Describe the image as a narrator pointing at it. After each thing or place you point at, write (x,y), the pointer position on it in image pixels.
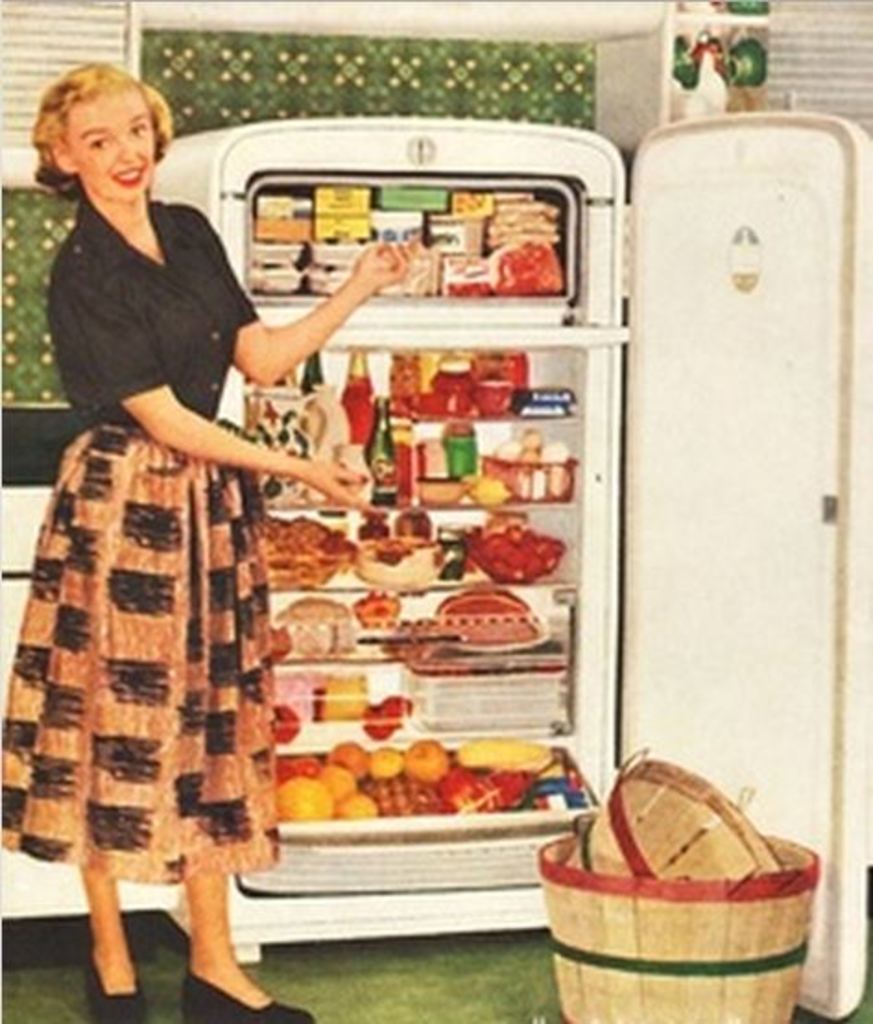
In the image we can see a woman (261,501) standing, wearing clothes (196,583), shoes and she is smiling. Here we can see a refrigerator (548,520), in it we can see there are many other things (428,499). Here we can see a wooden basket (673,912) on the floor (539,1020).
